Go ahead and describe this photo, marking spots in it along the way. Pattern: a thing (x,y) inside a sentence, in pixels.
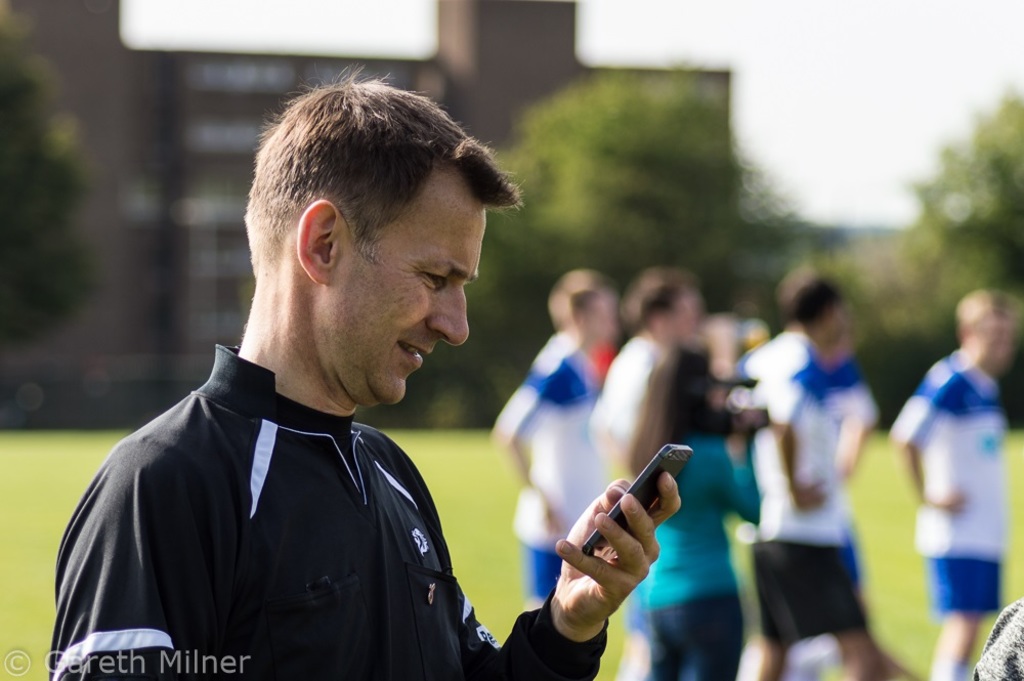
In this picture we can see man (272,558) looking at mobile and smiling and in background (855,407) we can see some group of people (785,393) walking here it is building (147,149), trees (611,123), sky (789,132).
